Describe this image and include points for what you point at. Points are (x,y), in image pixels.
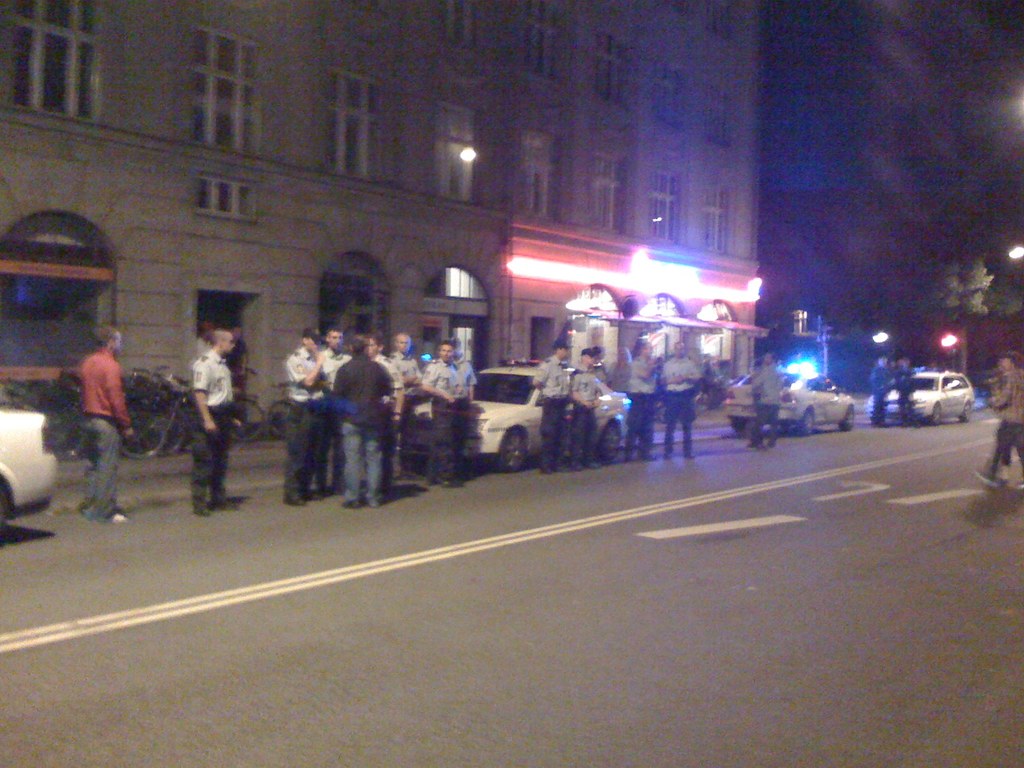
In this image there are people (216,398) standing on a road (184,520), behind the people (212,424) there are cars (8,432), in the background (96,201) there is a building (617,276).
